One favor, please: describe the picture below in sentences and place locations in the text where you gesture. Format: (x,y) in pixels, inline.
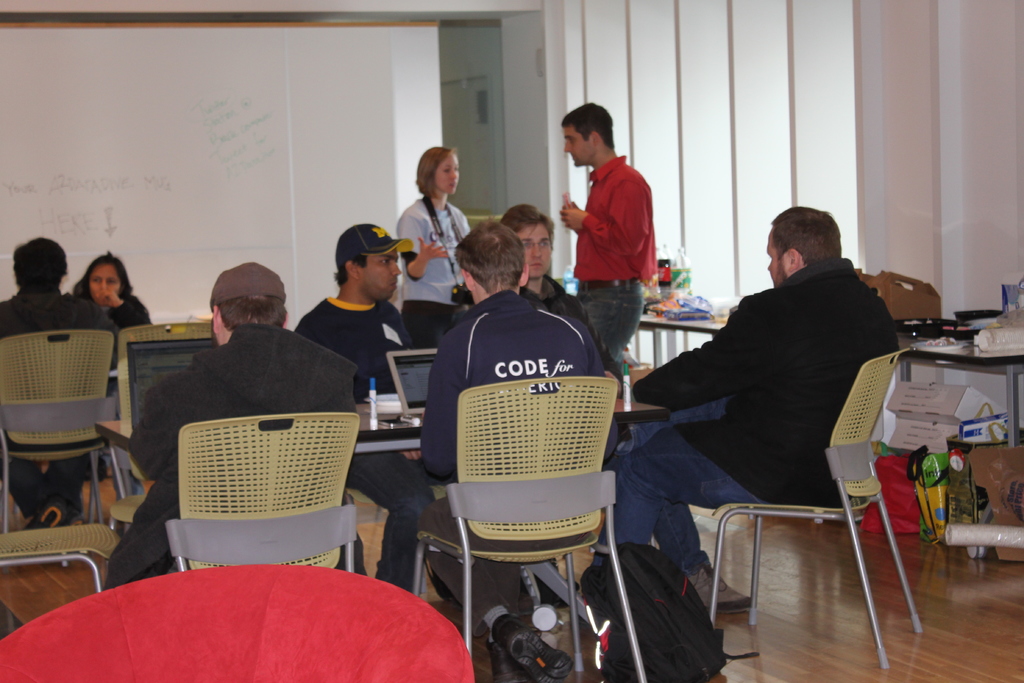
These persons (382,282) are sitting on a chair (258,417). In-front of this person (245,415) there is a table (364,425), on a table (389,428) there are laptops (415,384) and marker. These two persons (593,119) are standing. This woman (458,308) worn camera (469,300). Under the table (934,355) there are things (933,446).
